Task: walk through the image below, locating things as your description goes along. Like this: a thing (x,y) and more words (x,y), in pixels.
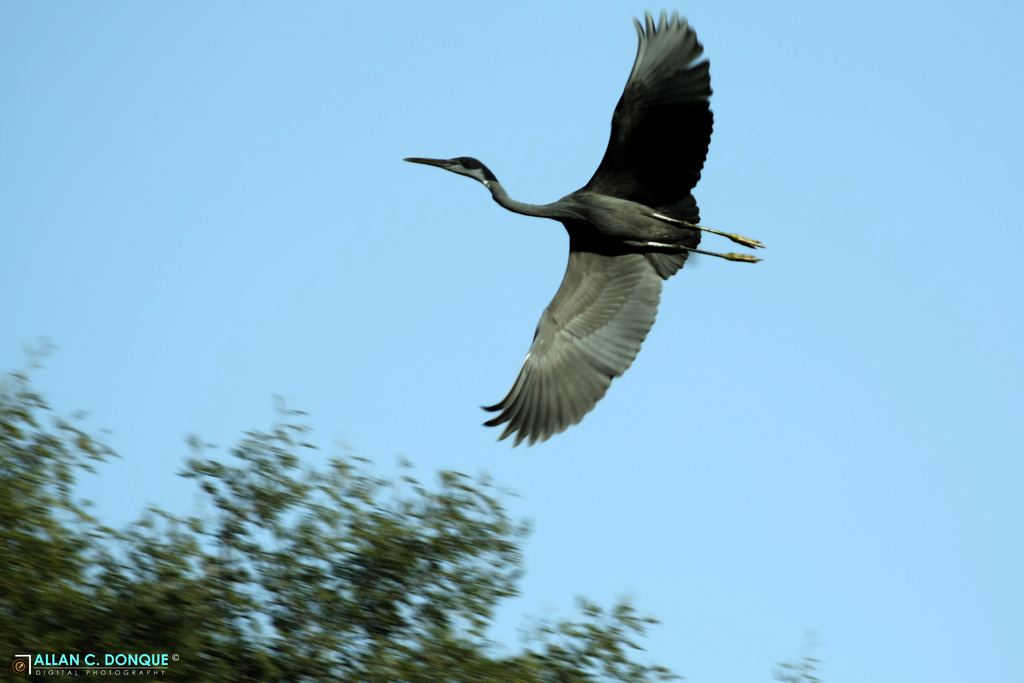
In the left bottom (239,591), we see the trees (298,552). In the middle (674,238), we see a bird (563,306) in black and grey color is flying in the sky (657,349). In the background (392,215), we see the sky (779,340), which is blue in color.
